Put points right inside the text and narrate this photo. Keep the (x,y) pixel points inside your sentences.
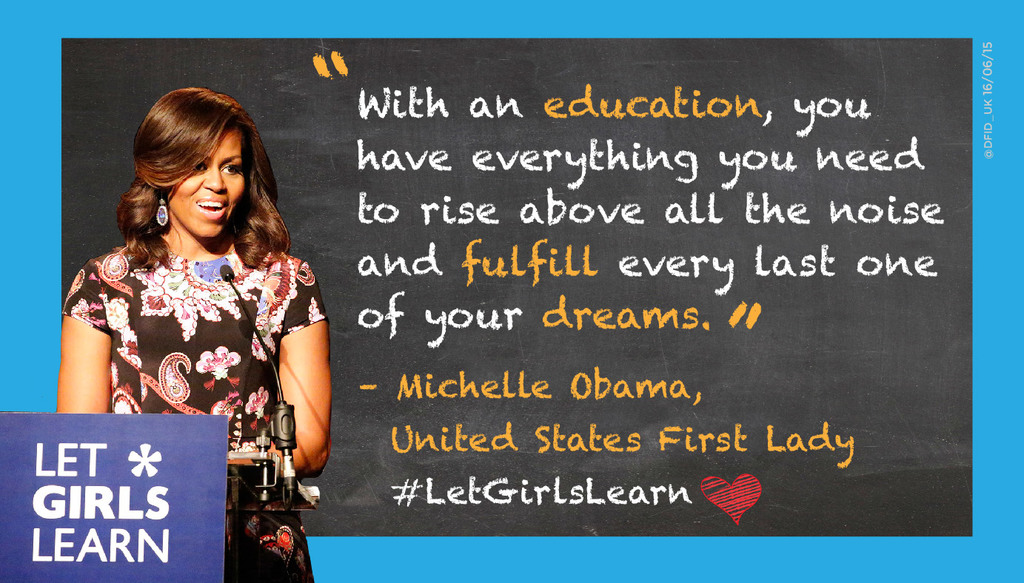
On the left side of the image (225,356) we can see woman (326,375) standing at the mic (239,294). On the right side of the image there is a text (692,398).
